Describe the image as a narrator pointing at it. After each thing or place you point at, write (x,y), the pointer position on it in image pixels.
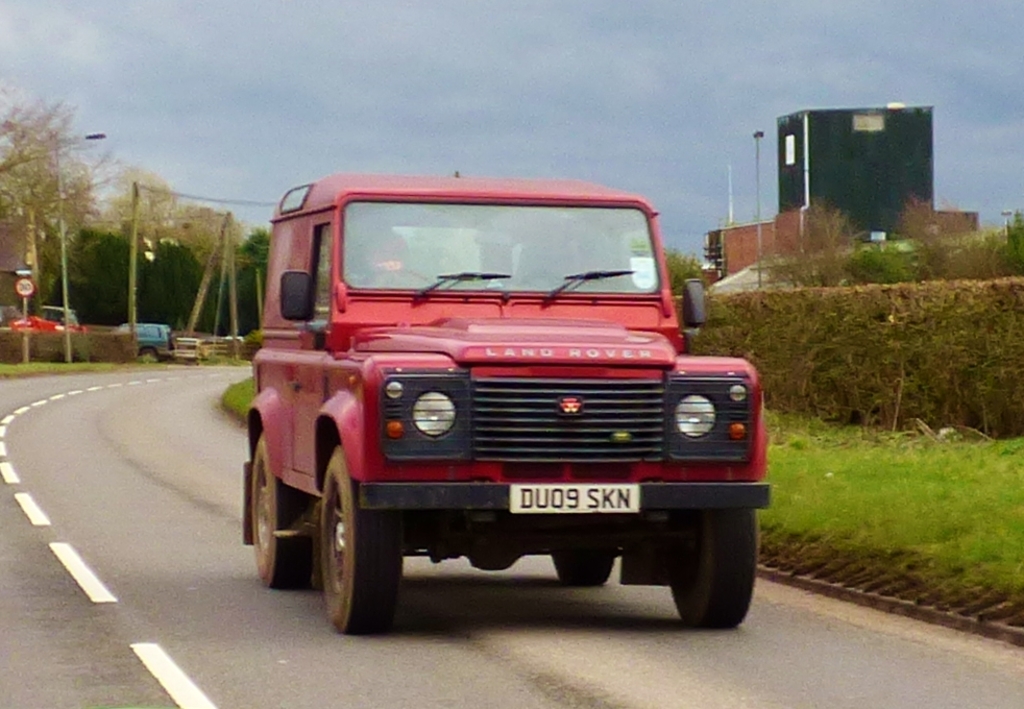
In the image we can see there is a vehicle (422,347) moving on the road (137,621) and there is a ground (803,484) covered with grass (791,454). Behind there are trees (849,277) and there are buildings (5,287). There is cloudy sky (442,117) on the top (437,124).
